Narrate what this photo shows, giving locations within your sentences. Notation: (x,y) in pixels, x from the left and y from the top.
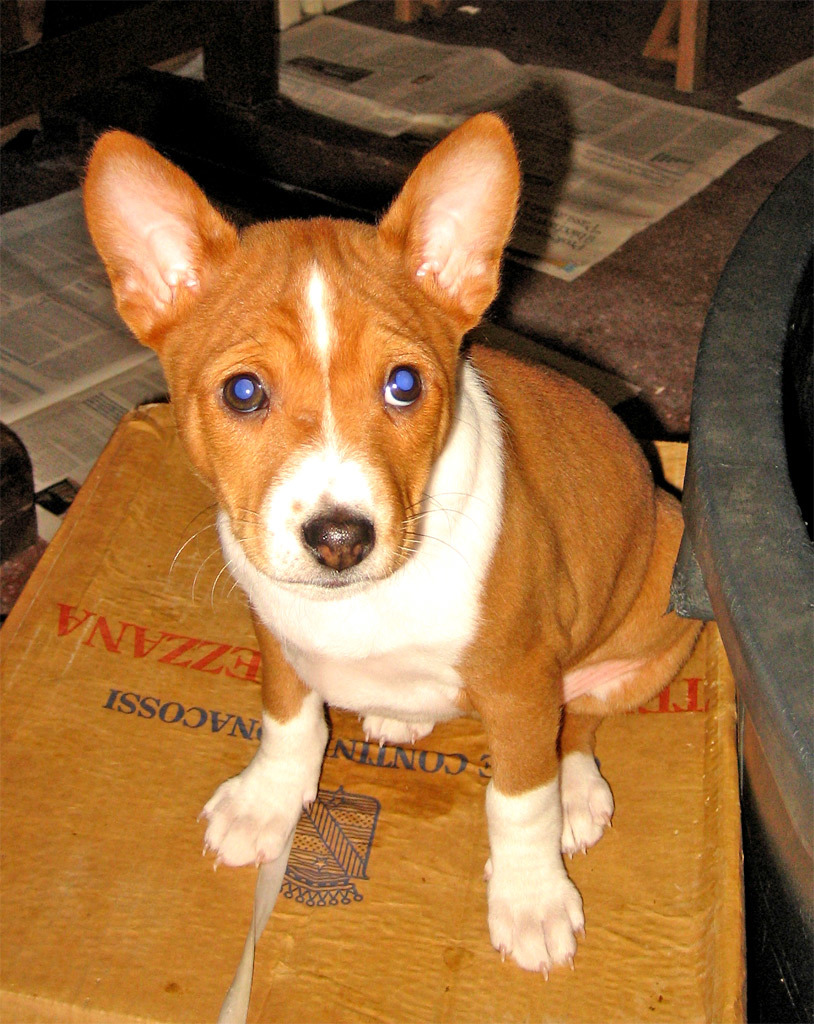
We can see a dog (399,520) in the image with blue eye ball (404,383) and the dog (351,374) is surrounded by papers (52,320).
